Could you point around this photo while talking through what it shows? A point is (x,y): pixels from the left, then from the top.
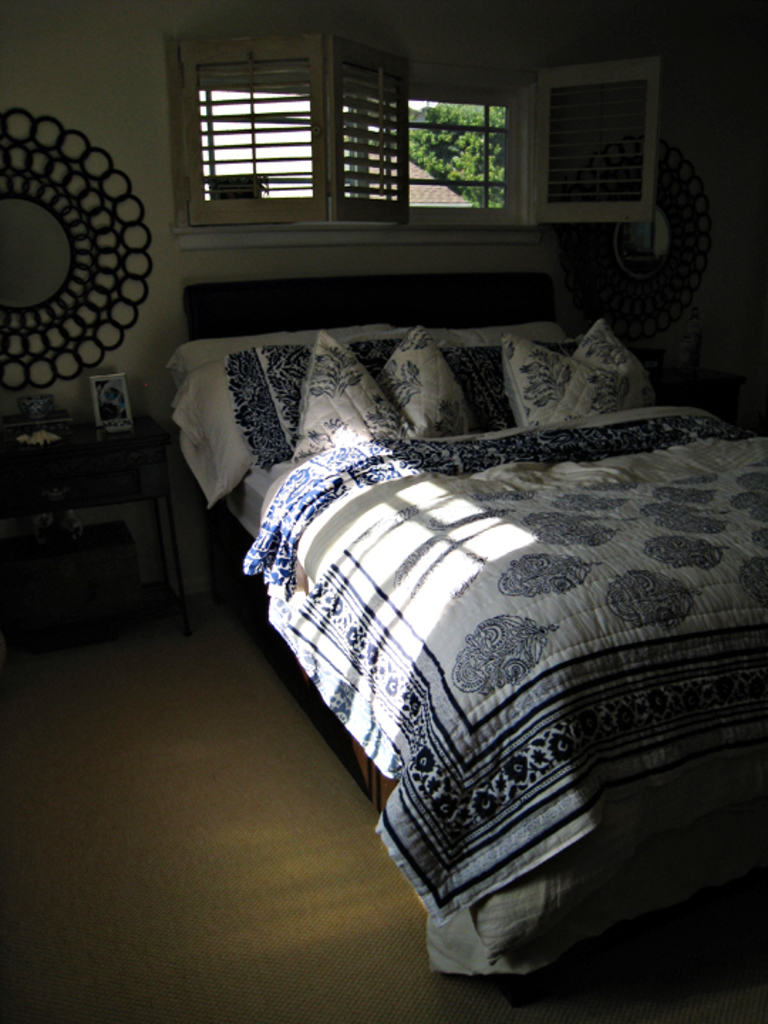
In this picture there is a bedroom (199,353) where, there is a bed (659,466) at the right side of the image (755,673) and windows (182,122) at the center of the image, there is a desk (109,492) at the left side of the image (102,492).
